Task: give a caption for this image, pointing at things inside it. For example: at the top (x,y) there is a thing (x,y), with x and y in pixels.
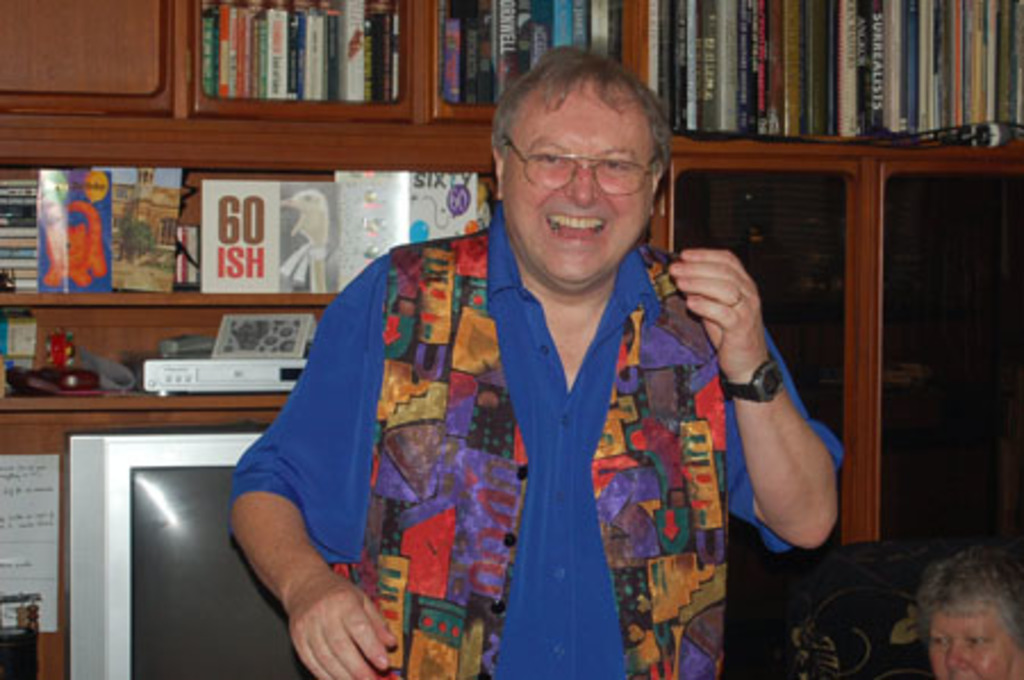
This picture seems to be clicked inside the room (561,347). In the center (596,328) we can see a person (546,417) wearing blue color shirt (549,421), smiling and standing. On the right corner (1017,599) we can see another person (960,560). In the background (907,156) we can see the wooden cabinet (80,41) containing books (968,60) and some other objects (352,241) and we can see some electronic devices (172,368) and the text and numbers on the books (214,247).
